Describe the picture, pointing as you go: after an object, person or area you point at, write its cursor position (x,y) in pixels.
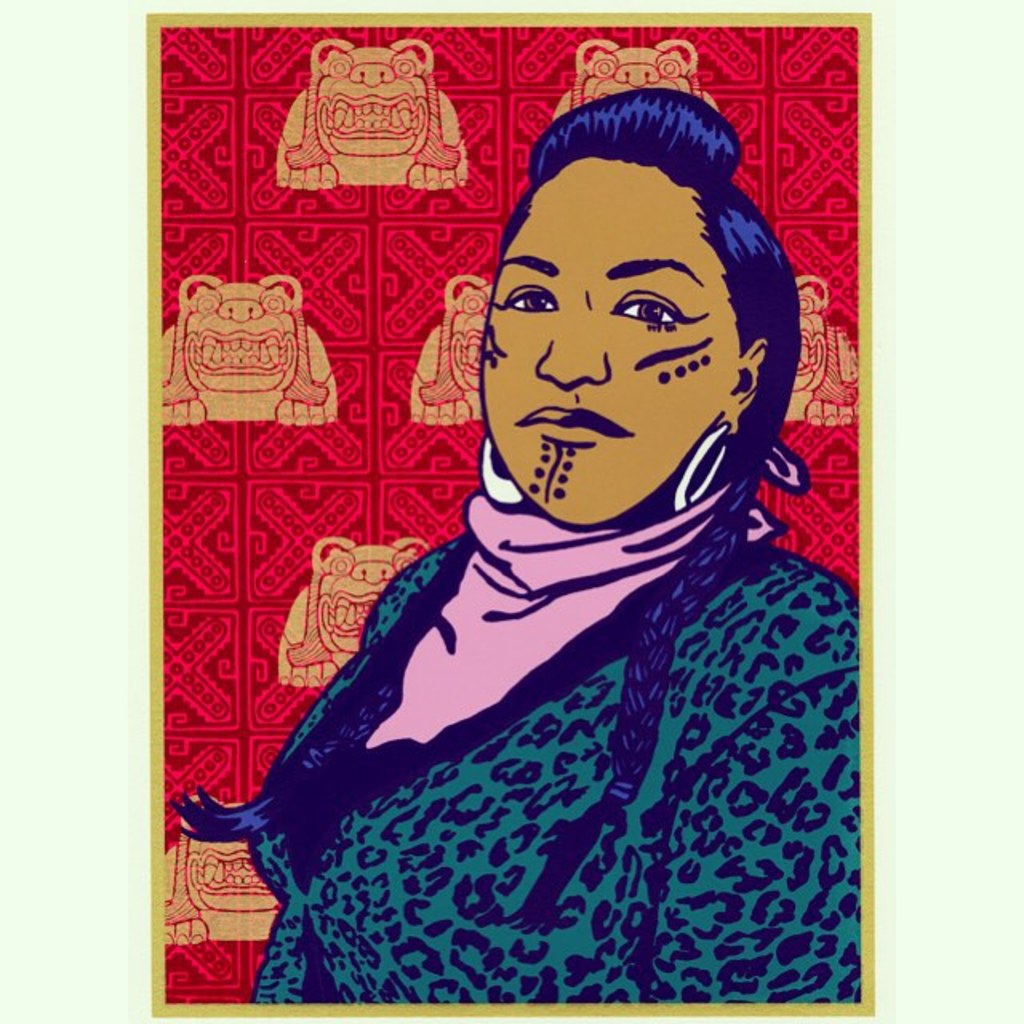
In this image there is a painting (814,680), there is a person (814,680) truncated towards the right of the image (692,530), there is a red colored cloth (339,327), there are animals (352,575) on the cloth (390,326), the background of the image (51,172) is white in color.
